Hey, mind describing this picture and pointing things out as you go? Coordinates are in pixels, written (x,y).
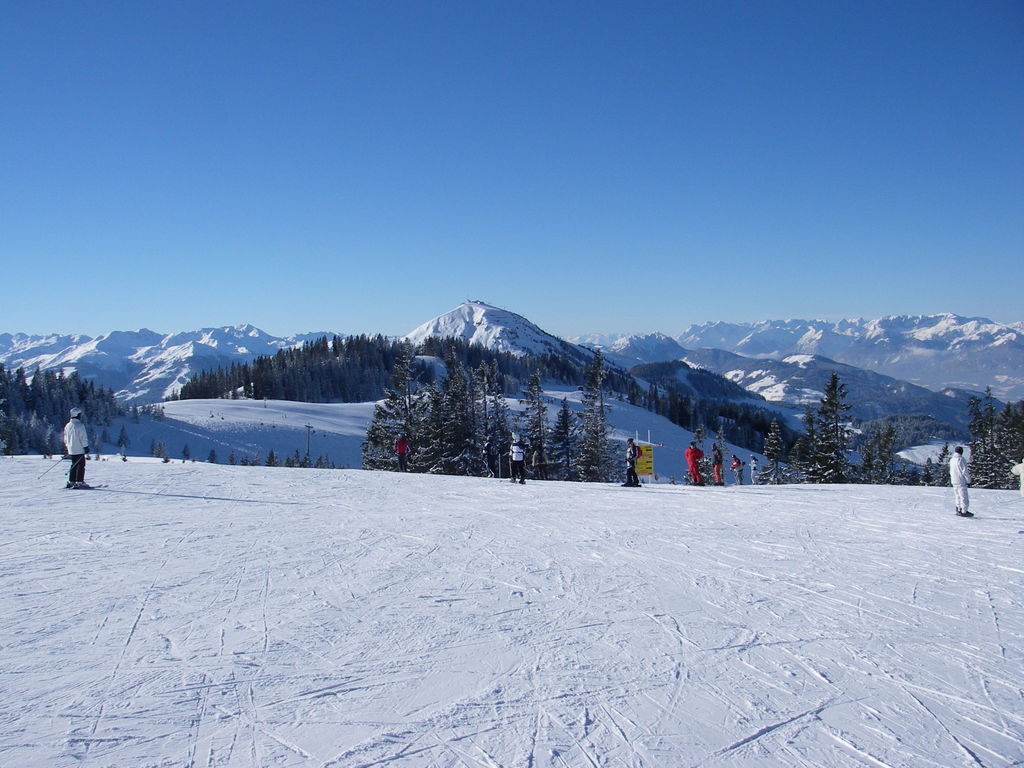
In the image there are few people (85,435) standing and skating on the snow (787,635) and in the back (296,446) there are hills (288,438) covered with snow (345,424) and trees (391,409) in front of it and above its sky (445,158).
